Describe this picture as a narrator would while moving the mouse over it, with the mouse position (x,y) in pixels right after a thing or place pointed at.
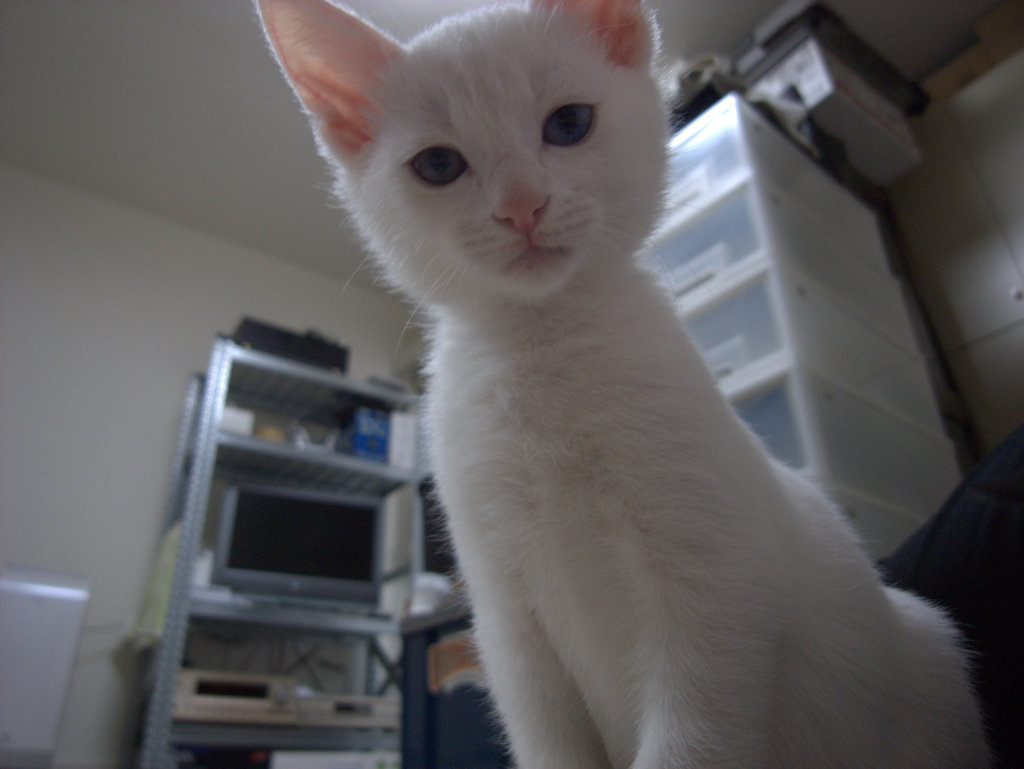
In this picture there is a white color cat (575,266) in the center of the image (653,489) and there are boxes (378,428) and a rack (176,718) in the background area of the image (355,489).
